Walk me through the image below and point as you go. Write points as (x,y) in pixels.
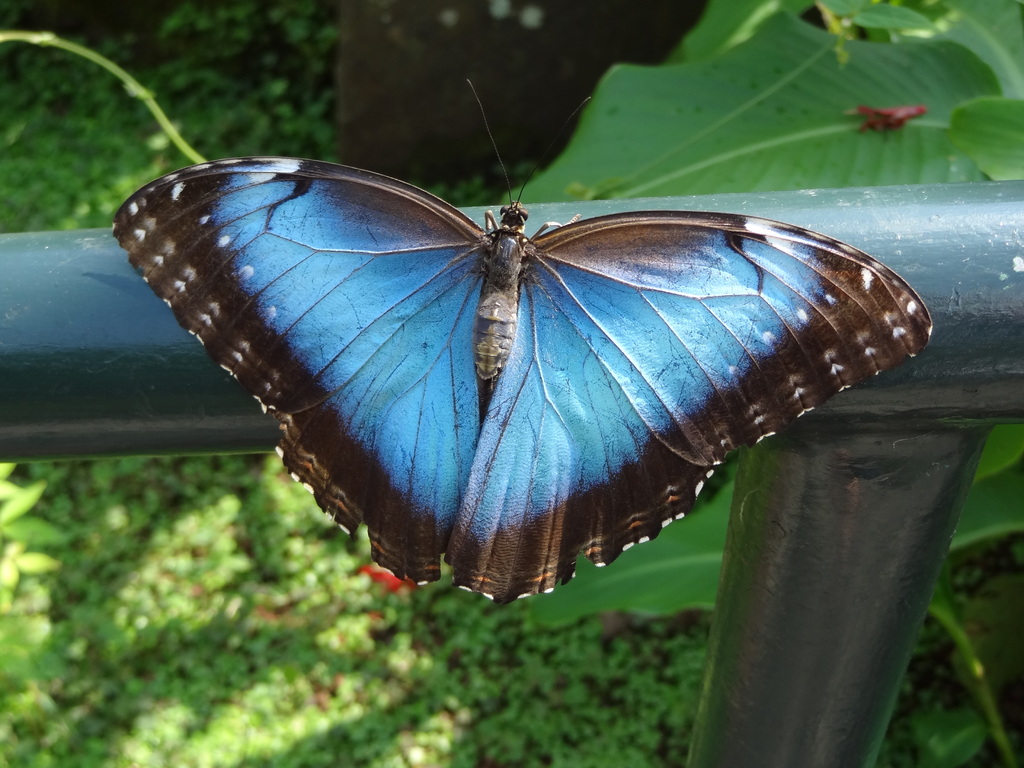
In this image there is a butterfly (492,376) on the metal fence (114,249). Behind there is a plant (718,109). Background (7,553) there are few plants (113,651) on the land (113,651).
